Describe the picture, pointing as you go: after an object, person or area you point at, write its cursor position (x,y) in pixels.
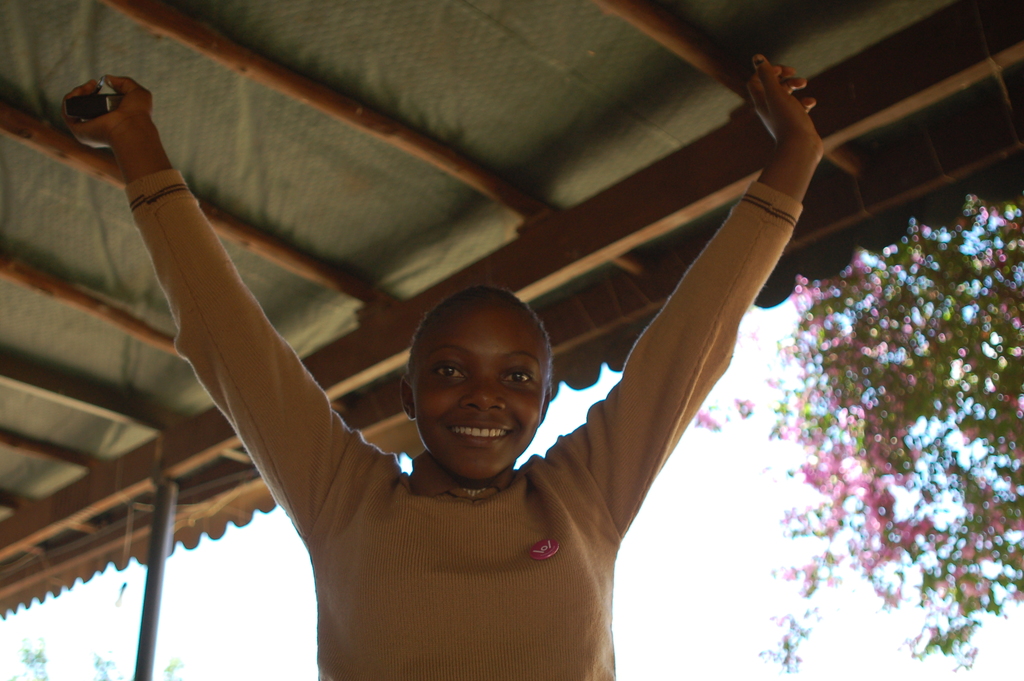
In this image we can see a woman (446,464). On the backside (304,312) we can see a wooden roof (483,260), a plant (868,504) with flowers (867,478) and the sky (746,510) which looks cloudy.
